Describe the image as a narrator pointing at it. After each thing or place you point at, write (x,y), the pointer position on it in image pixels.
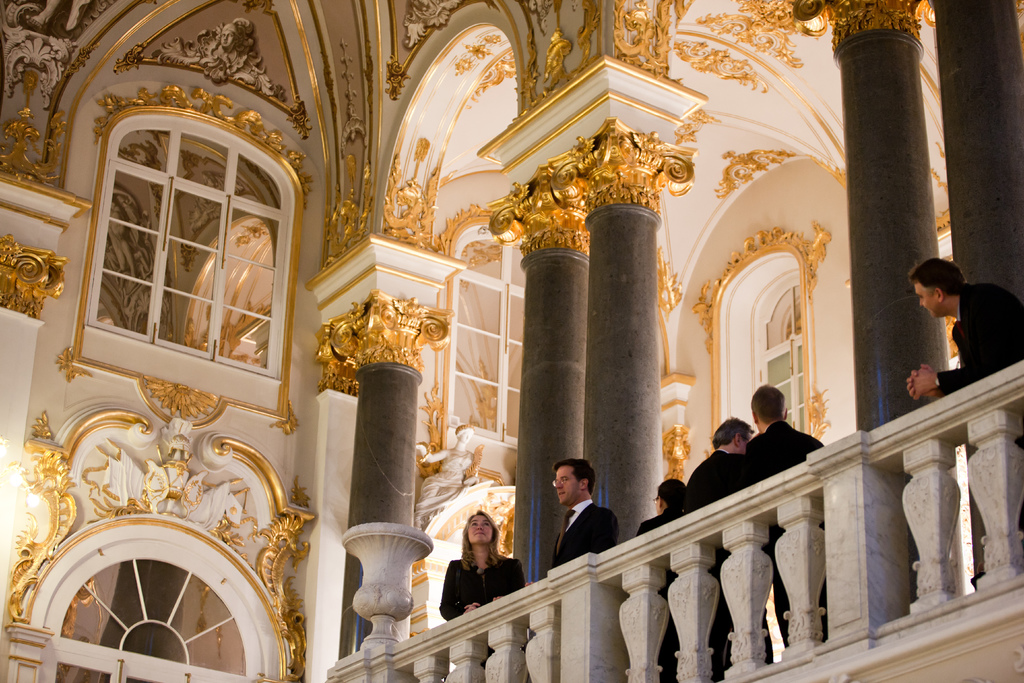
This is a inside picture of a building (290,311). There are people (590,526) standing in a balcony (740,503). There are pillars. There are sculptures (283,501) on the wall (39,328). There are windows (250,279).
